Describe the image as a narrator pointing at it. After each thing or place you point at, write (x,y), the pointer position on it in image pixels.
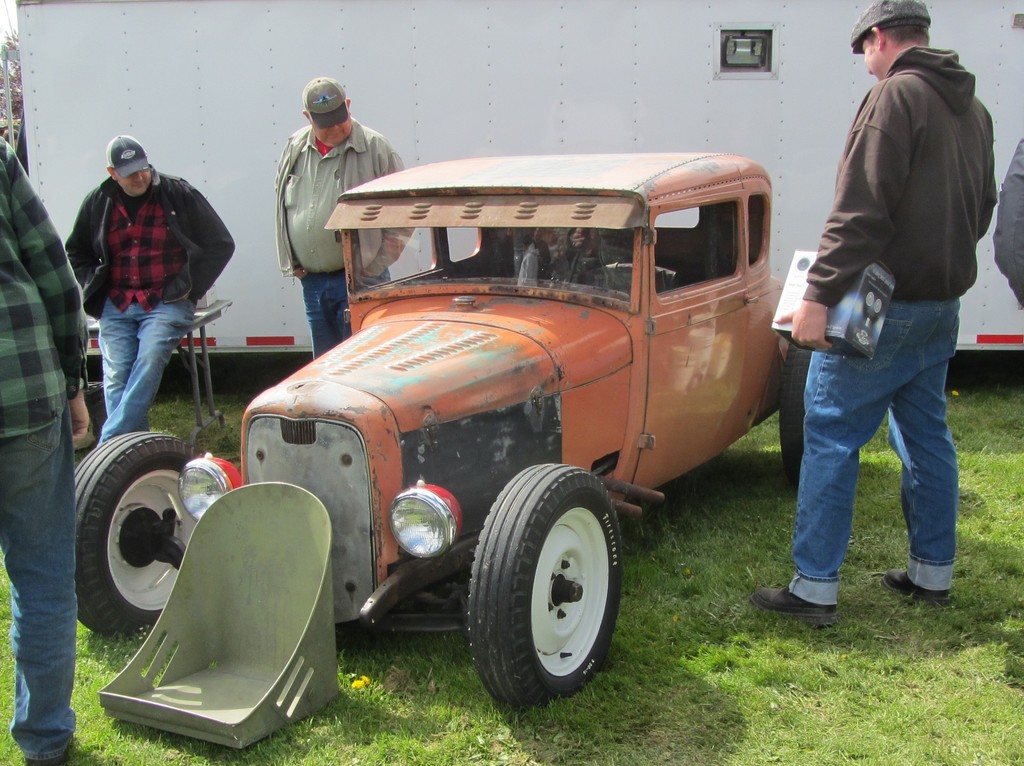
In this picture there is a vehicle (501,609) in the foreground (405,617). There is a person (905,97) with brown jacket (956,197) standing and holding the box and there are group of people (168,300) standing. On the left side of the image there is a table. At the back (301,314) there is a vehicle (566,104).
